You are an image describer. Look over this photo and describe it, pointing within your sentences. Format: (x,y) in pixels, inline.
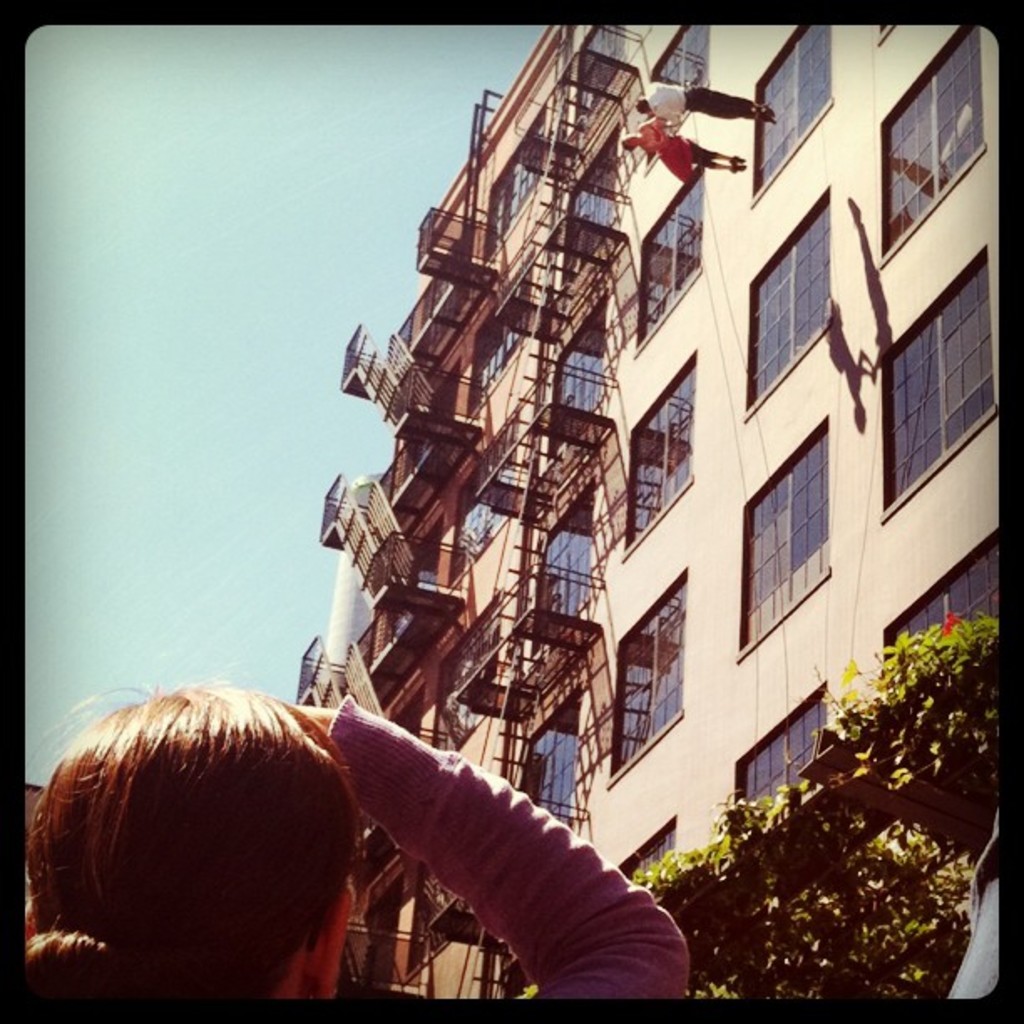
At the bottom of the image (178,844) there is a woman (199,848). To the right side of the image (689,610) there is a building (574,228) with staircase (599,427), windows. At the bottom of the image (865,889) to the right side (814,885) there are plants (939,642).
